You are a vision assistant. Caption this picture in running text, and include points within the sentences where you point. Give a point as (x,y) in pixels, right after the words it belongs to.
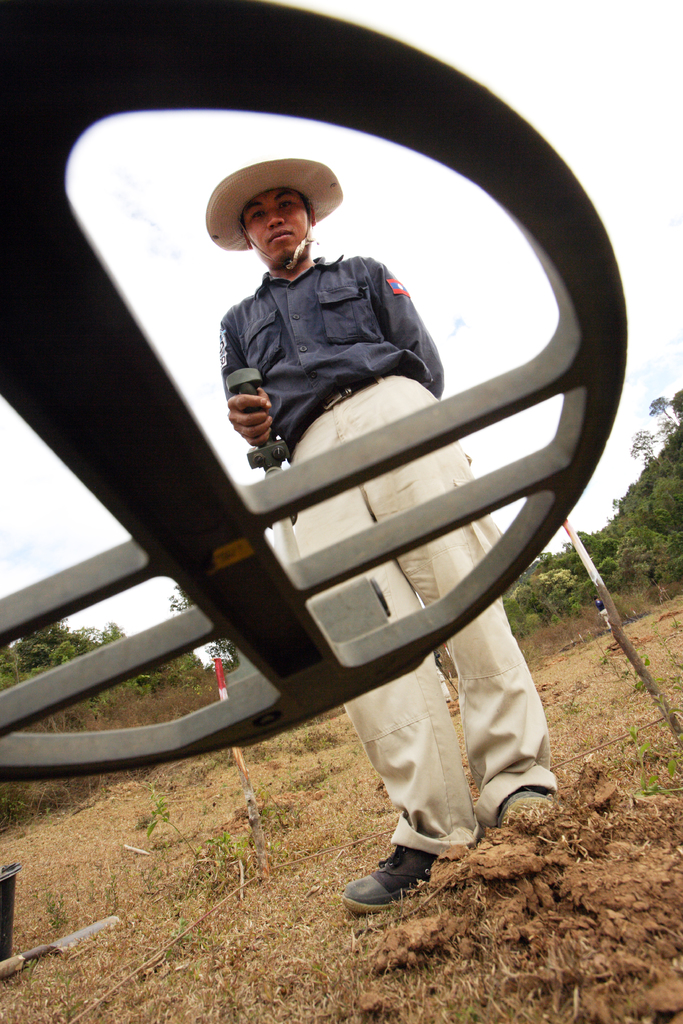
In this image there is a man (353,265) standing on the ground (518,917) by holding the metal detector (250,614). He is wearing the hat (316,212). There are two sticks (665,715) on either side of him. In the background (171,691) there are trees (179,665). On the ground (338,866) there is dry grass (22,933) and sand (466,919). On the left side (6,880) there is a pot (6,889), Beside the pot (6,880) there is a stick (18,957).
